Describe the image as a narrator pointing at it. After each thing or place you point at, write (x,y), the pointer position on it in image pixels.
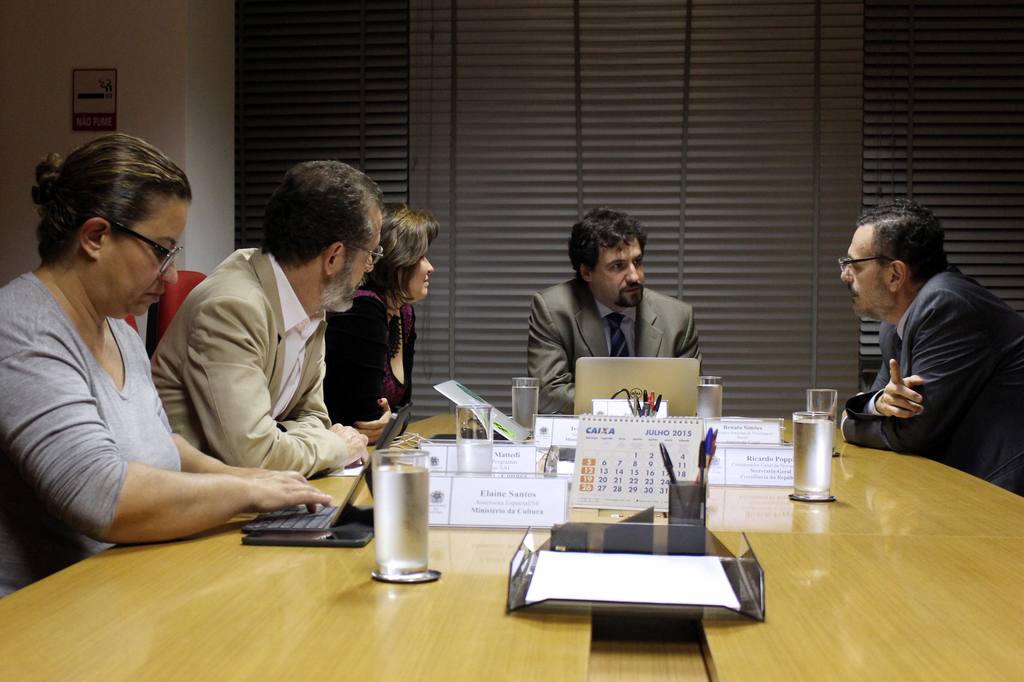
As we can see in the image there a wall (199,115), photo frame (96,117), few people (103,419) sitting on chairs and there is a table (186,624). On table (389,604) there are glasses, posters (459,487) and laptop (299,520).
